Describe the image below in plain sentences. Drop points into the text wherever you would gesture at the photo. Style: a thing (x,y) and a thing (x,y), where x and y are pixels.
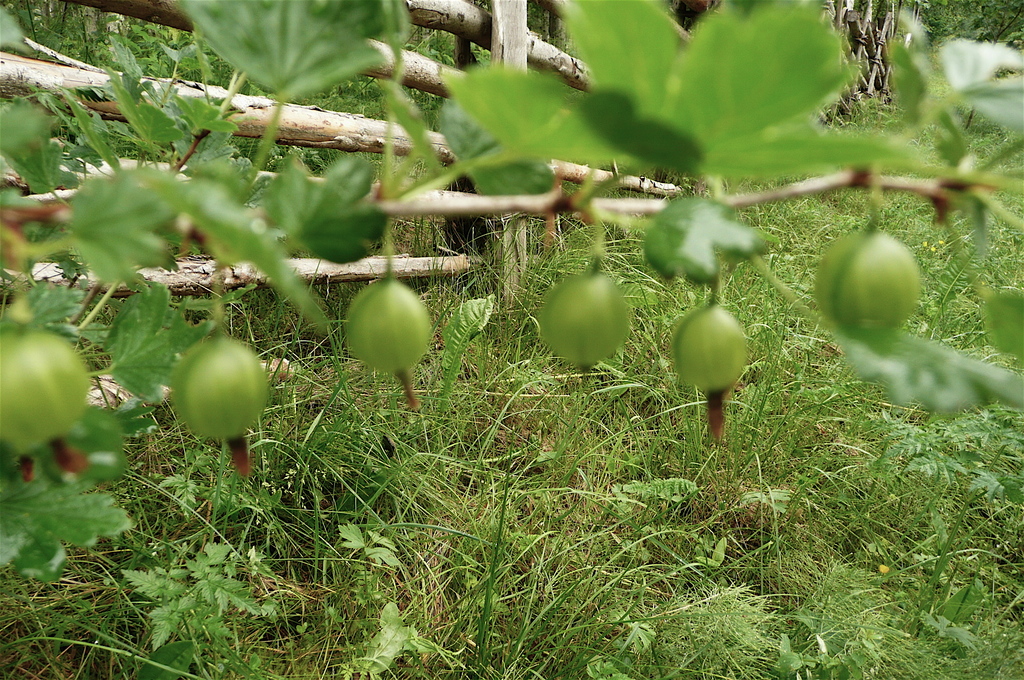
In this image there is a grassland (613,596) and a plant (107,236) for that plant (376,200) there are fruits (214,371), in the background (535,40) there is wooden fencing (507,22).
